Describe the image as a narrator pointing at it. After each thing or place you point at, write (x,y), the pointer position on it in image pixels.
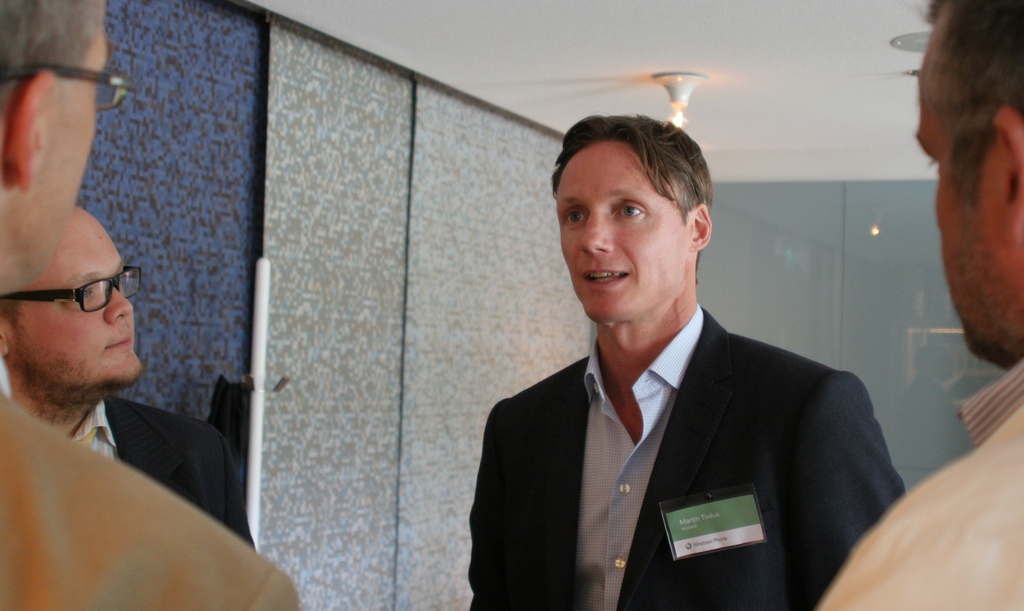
In this picture I can see 4 men (37,361) are standing, among them two of them are wearing spectacles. This man (751,426) is wearing a shirt (623,476) and black coat (745,434). In the background (657,90) I can see wall (476,249) and light (680,101) on the ceiling (657,110).
